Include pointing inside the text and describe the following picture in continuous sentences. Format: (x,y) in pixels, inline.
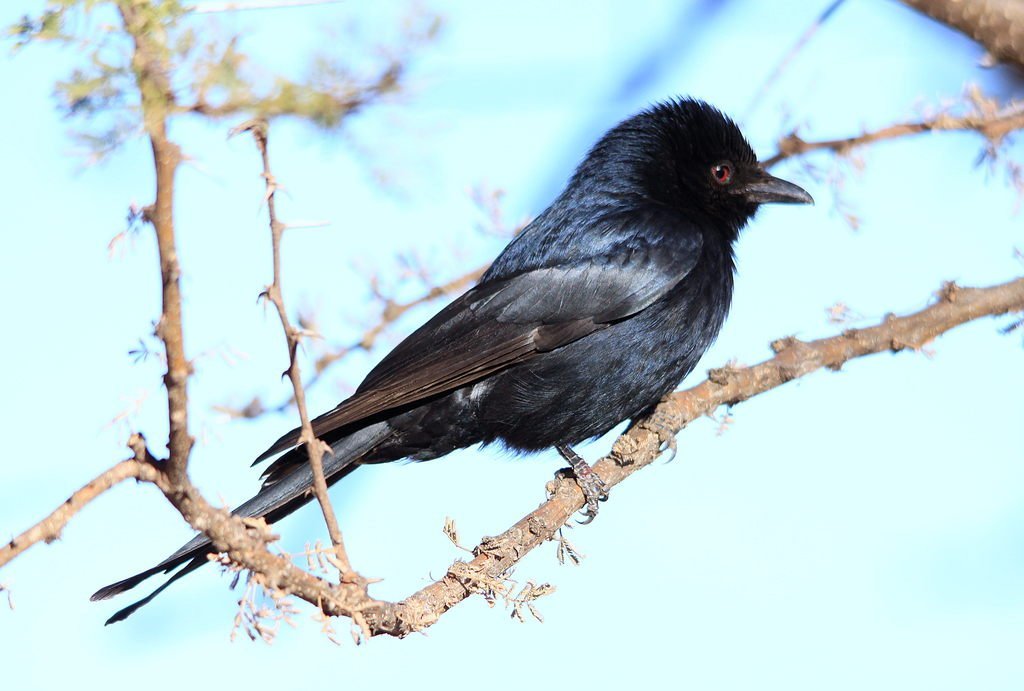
This image is taken outdoors. In the background (402,222) there is a sky (837,271). On the left side of the image (142,109) there is a tree (953,303) with branches (895,322), stems (176,332) and green leaves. In the middle of the image (564,341) there is a bird (597,407) on the stem (547,497) of a tree (906,329). The bird (562,325) is black in color.
